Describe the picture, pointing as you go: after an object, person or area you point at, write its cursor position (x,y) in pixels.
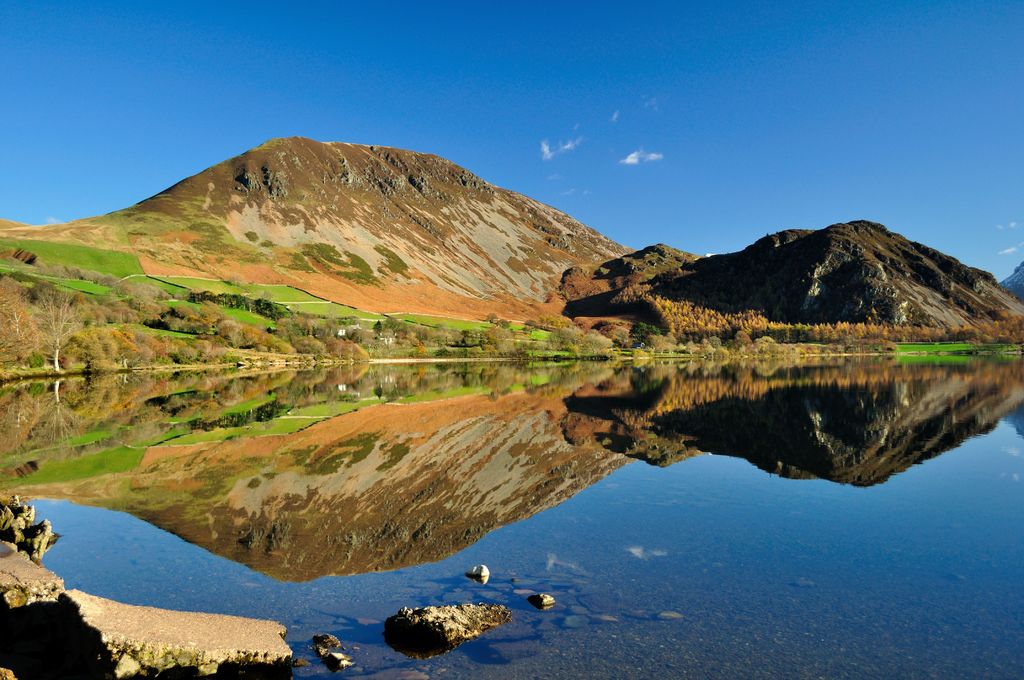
In this image I can see trees (319,351), mountains (744,293) and water (579,460). In the background (528,186) I can see the sky (534,111).
